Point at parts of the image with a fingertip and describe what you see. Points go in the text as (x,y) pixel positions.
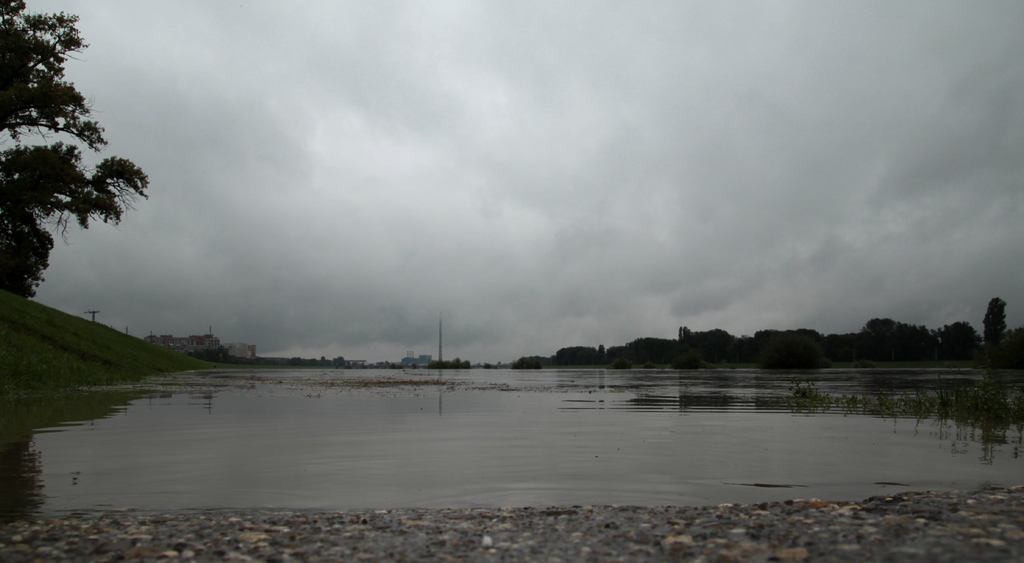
In this picture we can see stones (834,528), water (387,412), trees (31,223), grass (149,356), buildings (173,343), poles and in the background (654,89) we can see the sky (589,180) with clouds (541,190).
